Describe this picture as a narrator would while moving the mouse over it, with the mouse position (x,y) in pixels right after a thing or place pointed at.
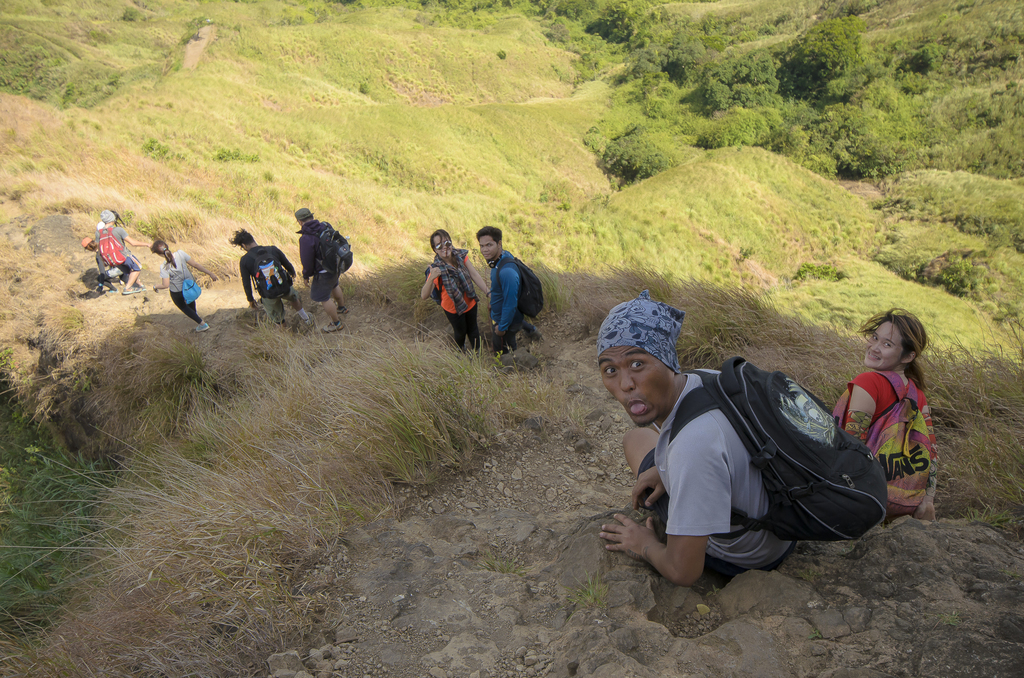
In this image, I can see a group of people (655,493) on grass (34,49), trees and mountains (736,255). This picture might be taken in a day.
